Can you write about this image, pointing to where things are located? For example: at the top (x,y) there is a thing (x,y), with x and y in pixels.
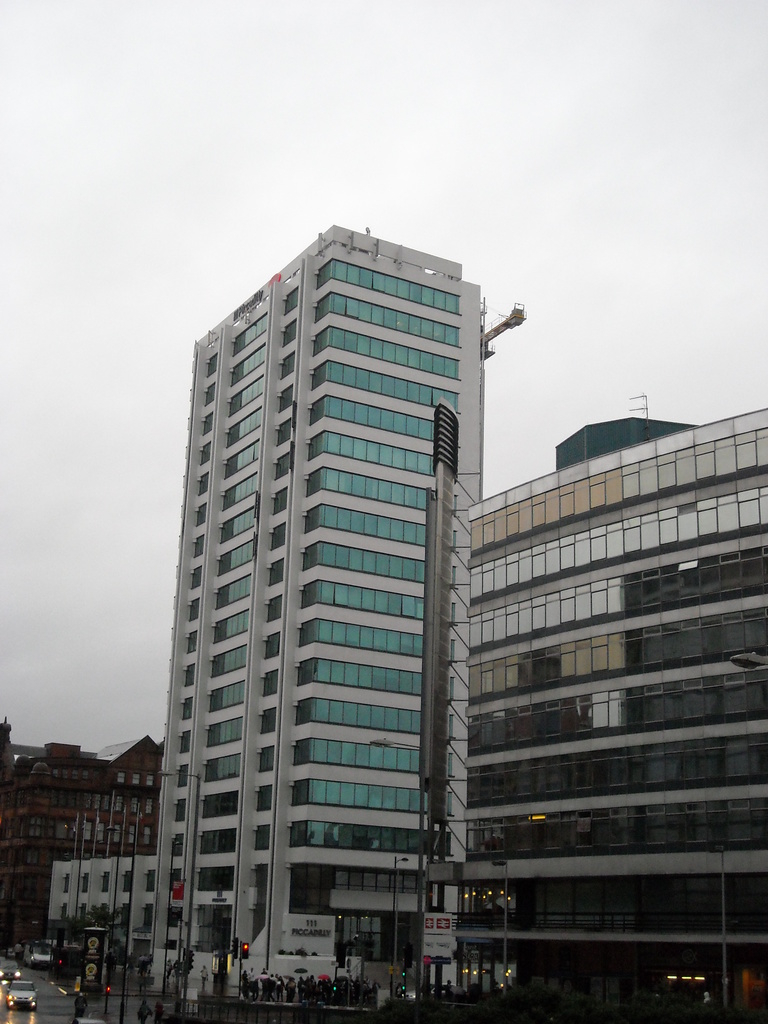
In this image I can see number of poles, few vehicles (78,966) and few people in the front (337,966) and in the background (678,712) I can see number of buildings (381,656) and the sky (187,187).
